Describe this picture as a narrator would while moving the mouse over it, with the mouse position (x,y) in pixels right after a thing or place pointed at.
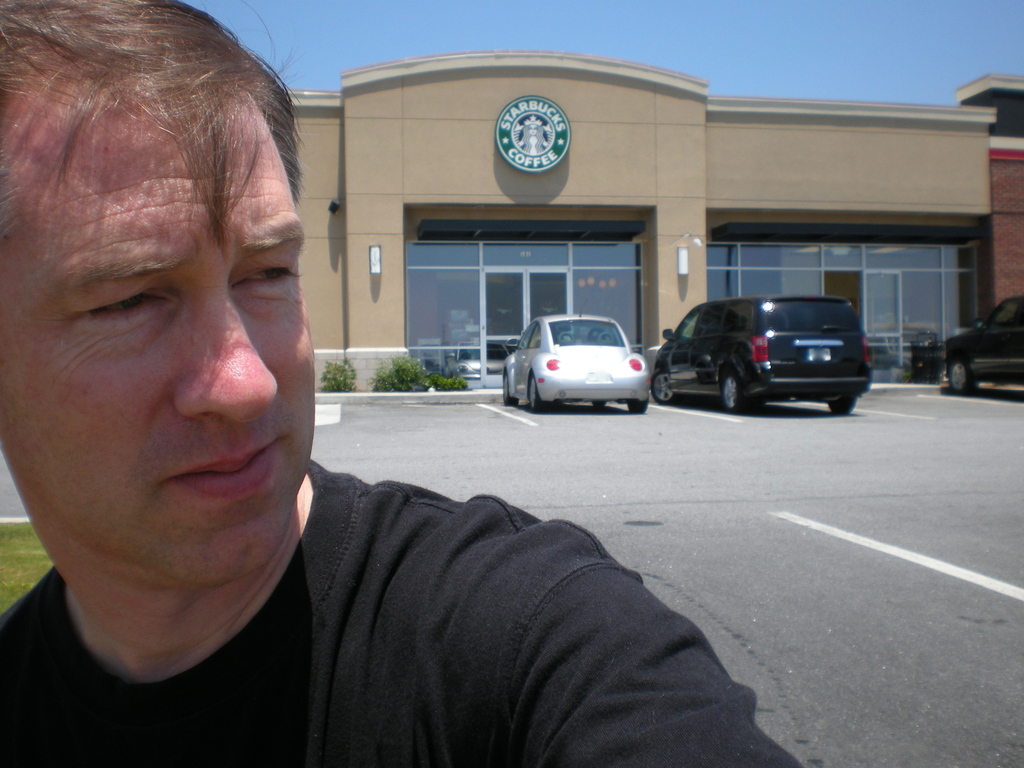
In this image there is a man (192,502) on the left side (199,605). In the background (569,229) there is a coffee shop (567,186). In front of the shop (514,180) there are three cars (704,331) parked on the road (982,391). At the top (938,41) there is the sky (918,26). There are small plants (392,370) beside the cars (557,364).
